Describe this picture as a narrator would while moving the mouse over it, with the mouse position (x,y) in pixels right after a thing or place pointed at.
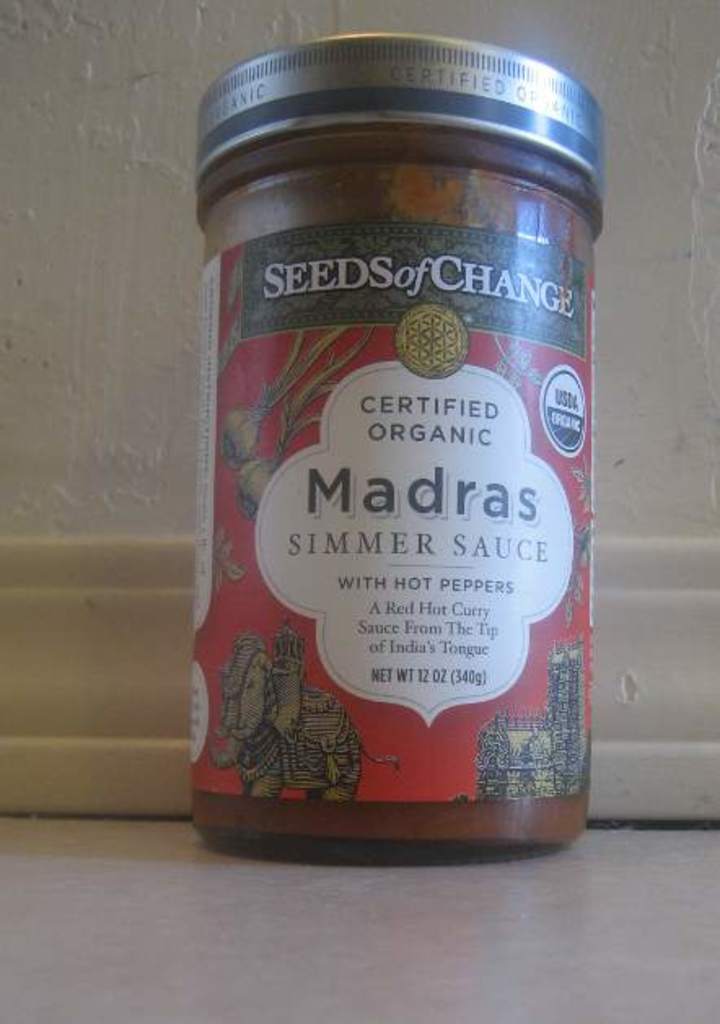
In this picture there is a small bottle (498,598) in the center of the image (446,638), on which it is written as ''simmer sauce.''
